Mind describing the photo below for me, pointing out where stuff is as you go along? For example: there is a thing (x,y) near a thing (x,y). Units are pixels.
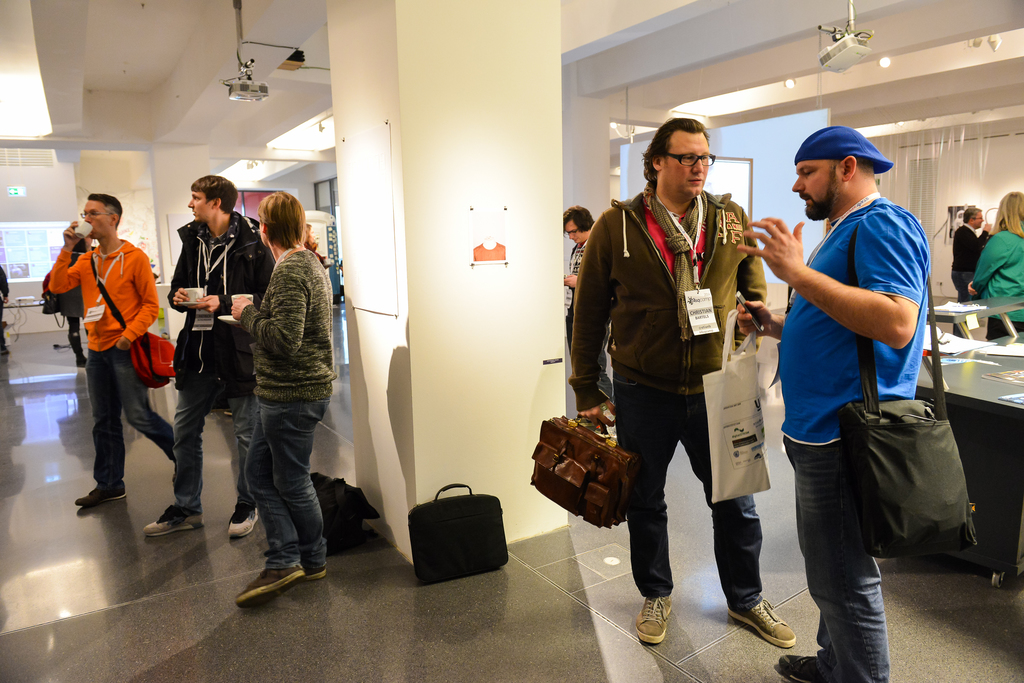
In this image there are a few people (216,362) standing and some are walking on the floor (168,574). In them few are holding bags (162,349), cups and some other objects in their hand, on the right side of the image (978,378) there is a table (970,358) and a few objects (975,343) on it. At the top (754,84) there is a ceiling (765,75) with lights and projectors (250,87).
